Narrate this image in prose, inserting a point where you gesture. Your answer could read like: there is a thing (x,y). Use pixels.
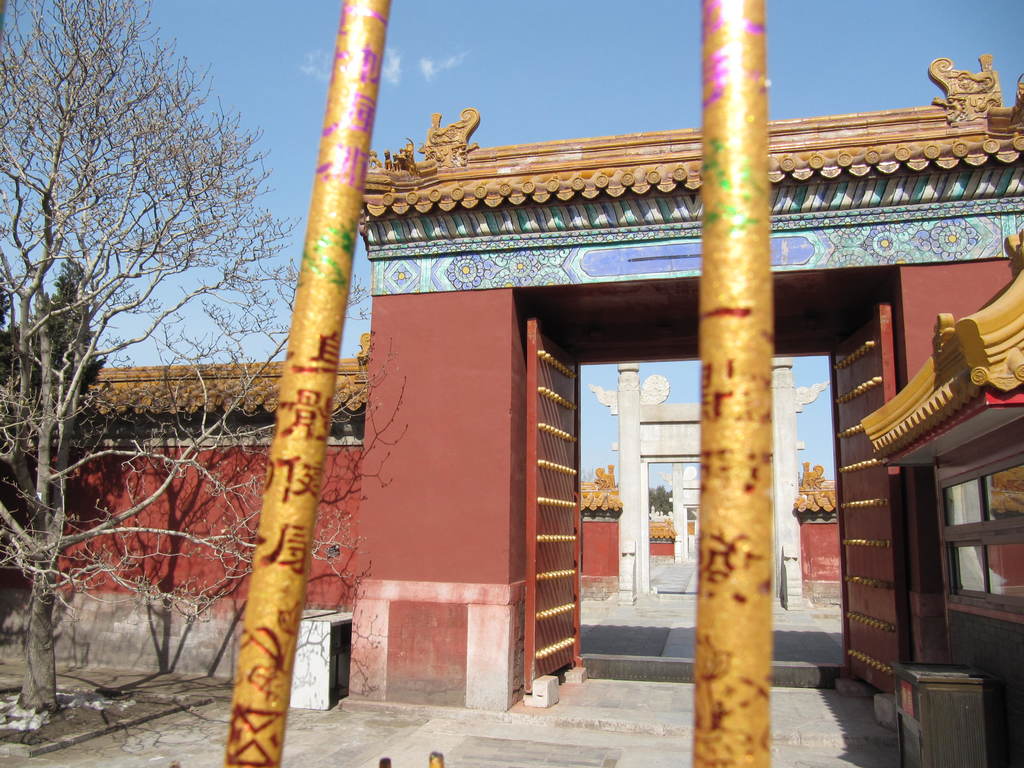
In this image we can see there is a compound wall (403,301) with entrance arch (972,266), also there is a tree (140,506) outside that.
